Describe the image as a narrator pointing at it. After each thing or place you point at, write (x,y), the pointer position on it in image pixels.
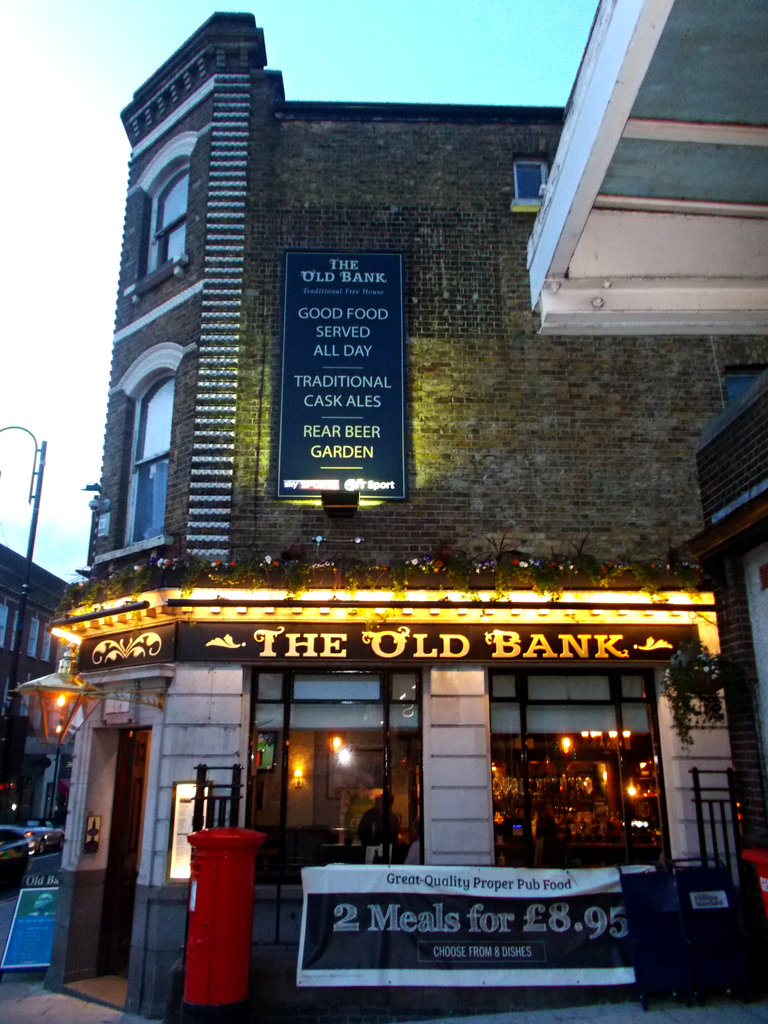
In this picture we can view of the building (508,523). In the front (356,752) we can see the shop (374,716) on which "The Old Bank" is written. On the top (91,218) there is a sky (115,208).
